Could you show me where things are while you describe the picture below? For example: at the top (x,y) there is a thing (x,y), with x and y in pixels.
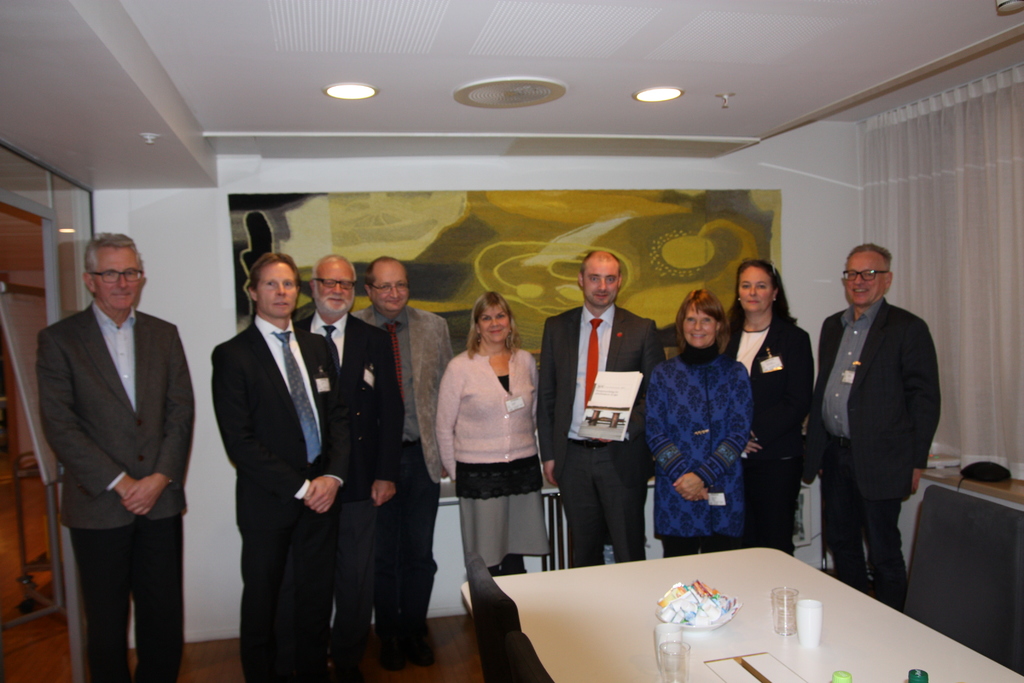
In this image there are group of people (307,428) who are standing and on the top (322,60) there is ceiling (337,63). On the ceiling (266,84) there are some lights (357,87) and on the right side (981,232) there is a curtain (987,189) and on the left side (31,216) there is a glass window (28,429), and in the bottom (588,574) there is one table (650,643) and chairs (952,560) are there on the table (852,607) there are some glasses (661,639).
